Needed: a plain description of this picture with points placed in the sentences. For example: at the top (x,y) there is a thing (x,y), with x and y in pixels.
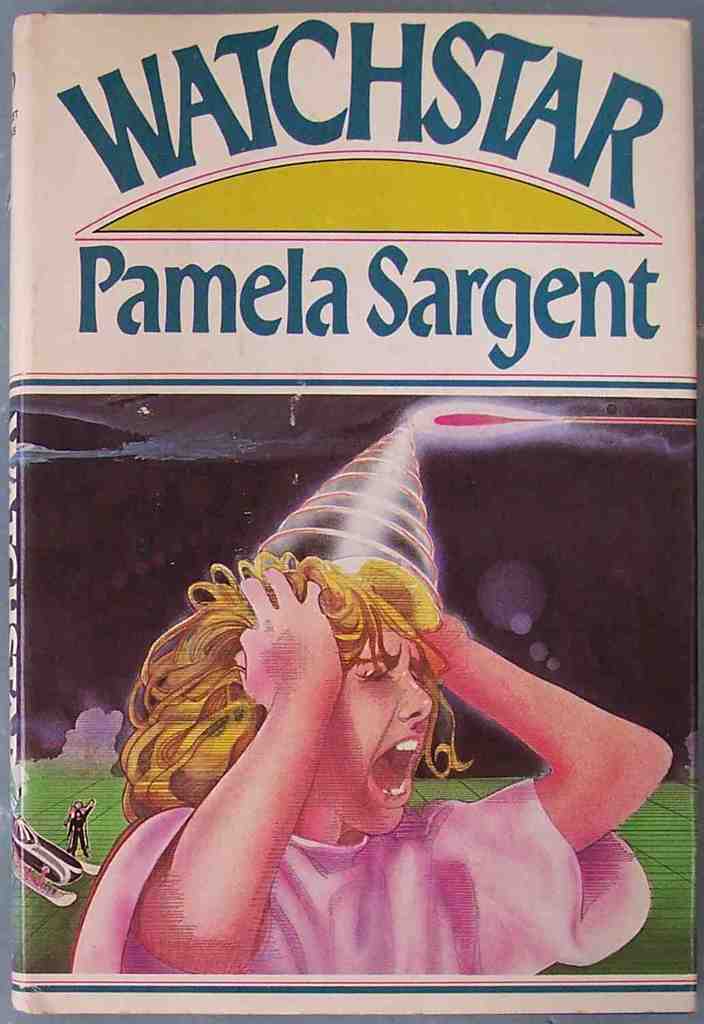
In this image we can see a book cover (330,420) with some text (298,318) and depiction of a girl (338,834) on it.
